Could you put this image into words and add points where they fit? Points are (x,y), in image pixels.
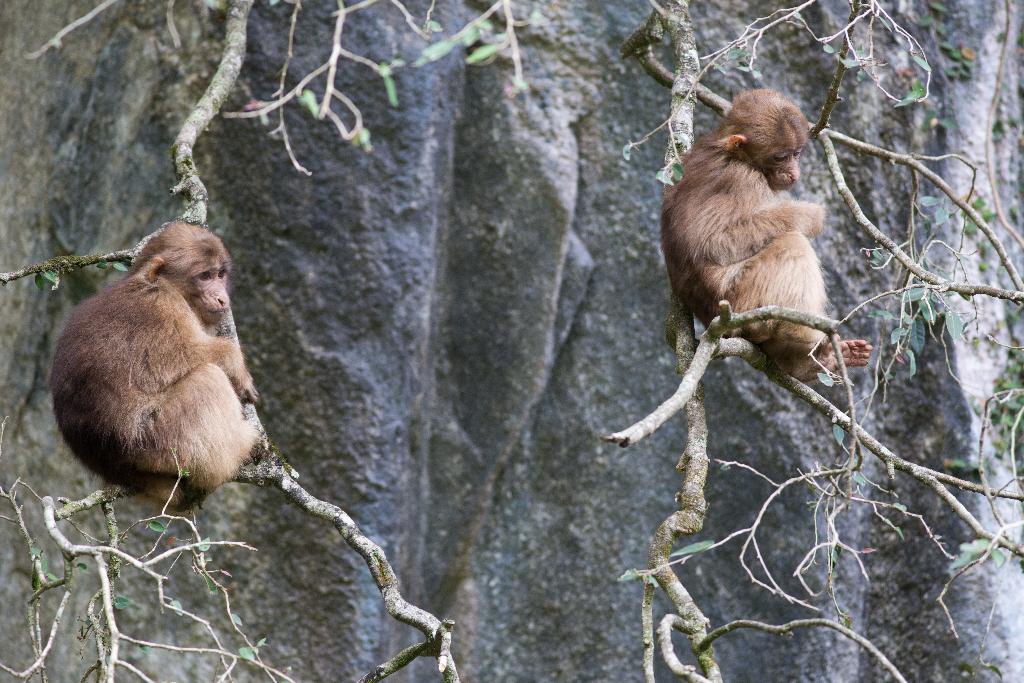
In the image we can see there are two monkeys (156,356) sitting on the branch (752,362) of the tree (947,330). Behind there is a hill (445,386).
